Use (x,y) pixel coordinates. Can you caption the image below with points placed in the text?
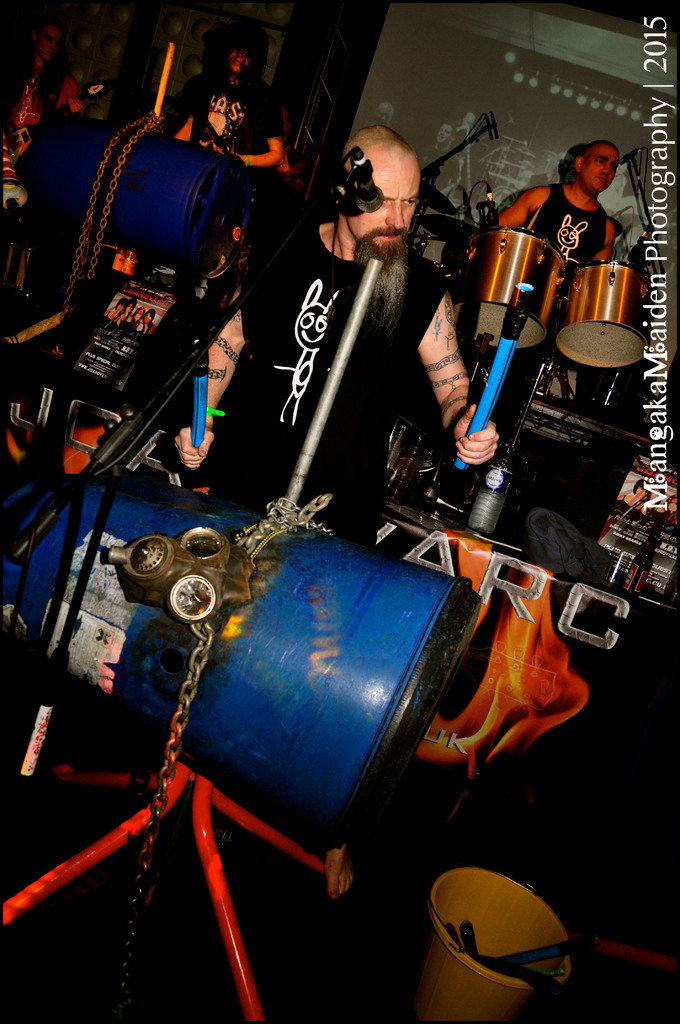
In this image I can see four person (332,331) playing musical instruments (343,731). In the bucket (456,945) there are some object (532,970). In front (278,287) the person (327,378) is wearing a black shirt (265,302) and holding some stick (515,322). At the back side (516,59) there is a screen (470,76).
